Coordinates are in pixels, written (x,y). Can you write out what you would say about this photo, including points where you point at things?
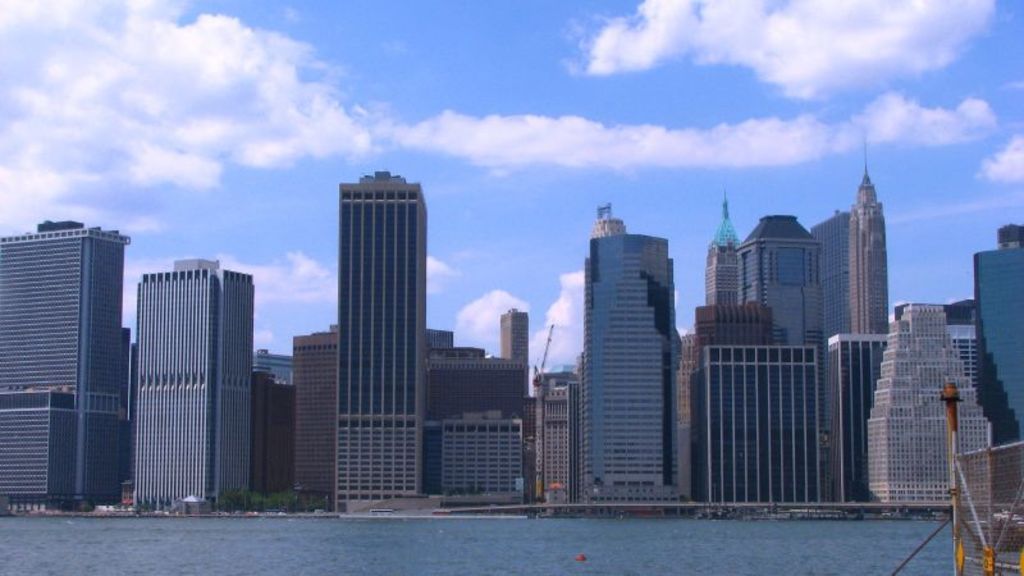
This picture might be taken from outside of the buildings (718,442). In this image, on the right side (923,549), we can see a metal rods (973,513) and a net fence (984,558). In the background (236,370), we can see some buildings (735,371), trees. At the top (441,40), we can see a sky (433,20), at the bottom (381,575), we can see a water (548,533) in a lake (823,538).
